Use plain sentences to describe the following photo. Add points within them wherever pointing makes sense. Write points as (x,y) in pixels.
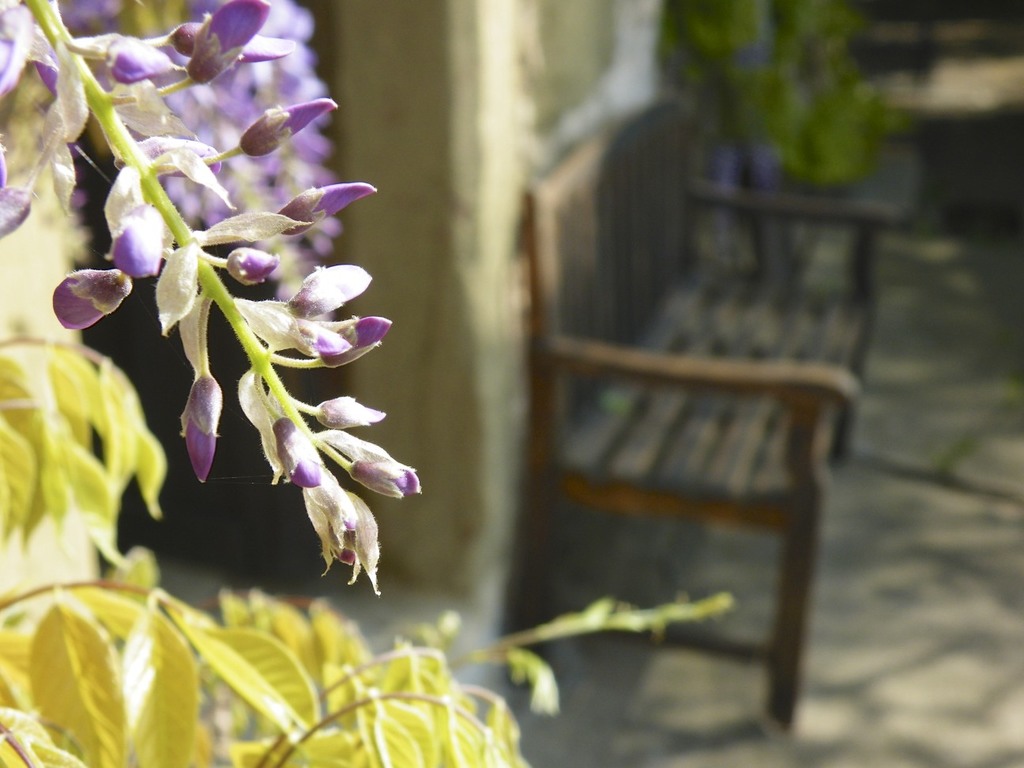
In this image I can see few white and purple color flowers (161,242) to the plant (124,420). I can see the brown color bench (677,338) to the wall (510,151). And there is a blurred background (522,56).
